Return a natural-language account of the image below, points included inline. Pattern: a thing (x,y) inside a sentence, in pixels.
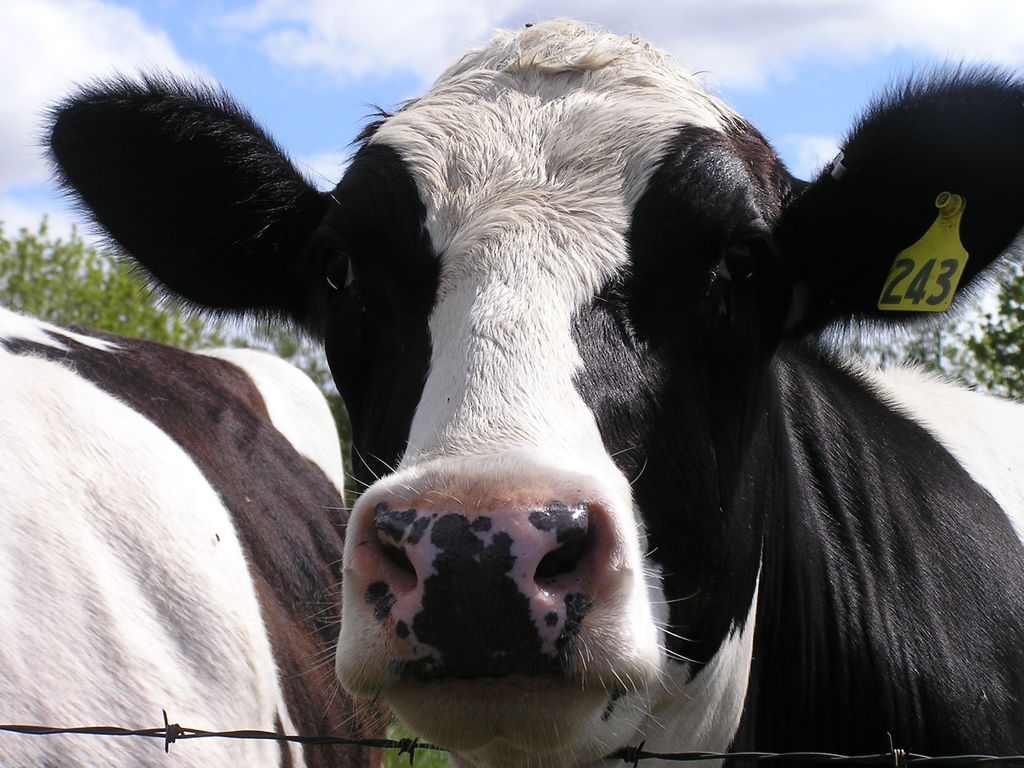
On the right side (998,482), there is an animal (703,290) in black and white color combination. In front of this animal (638,764), there is a fence (106,730). On the left side (66,399), there is another animal (133,377). In the background (24,262), there are trees (38,267) and there are clouds (335,44) in the blue sky (332,41).
